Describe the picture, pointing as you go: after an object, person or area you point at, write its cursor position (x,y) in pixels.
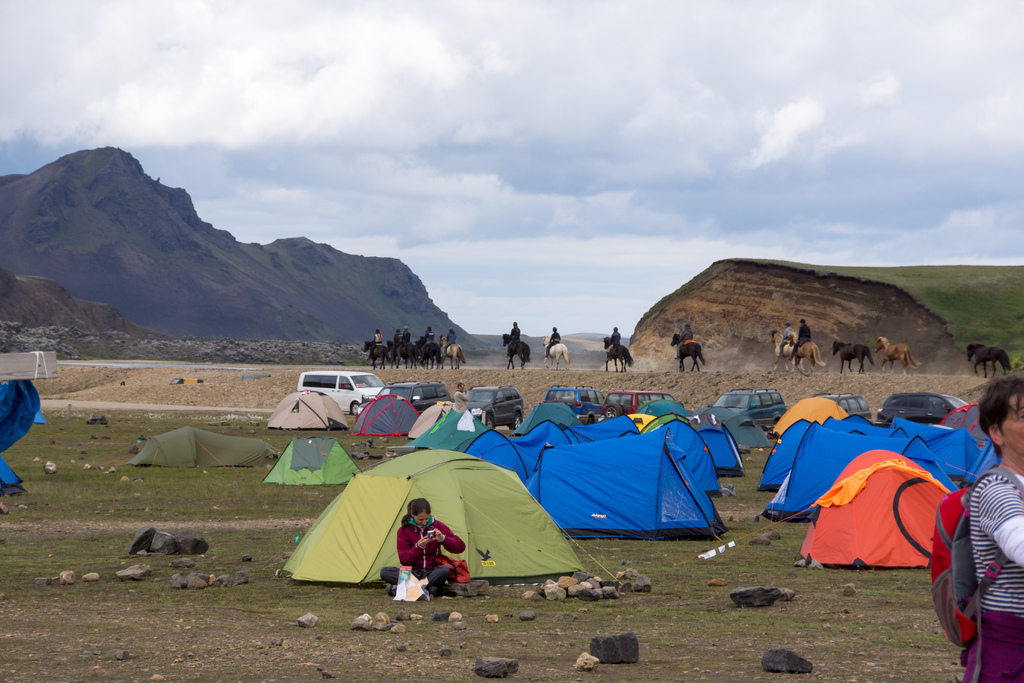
In this image I can see few mountains (148,283), few camping-tents (690,424), stones (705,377) and few people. I can see few people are sitting on the horses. The sky (684,137) is in blue and white color.
